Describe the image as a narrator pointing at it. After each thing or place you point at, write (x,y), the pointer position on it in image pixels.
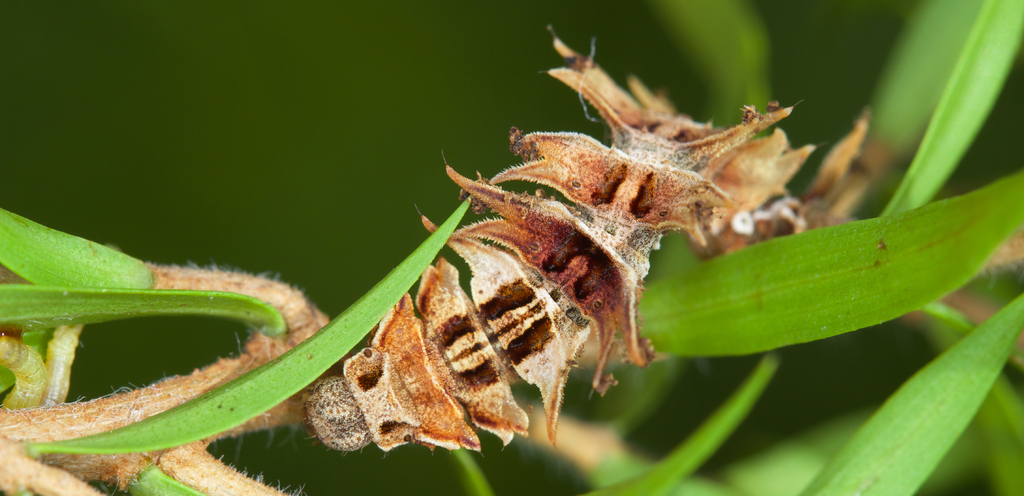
In this image I can see an insect (722,230) and I can see few green leaves (854,289). I can also see this image is little bit blurry from background (764,70).
